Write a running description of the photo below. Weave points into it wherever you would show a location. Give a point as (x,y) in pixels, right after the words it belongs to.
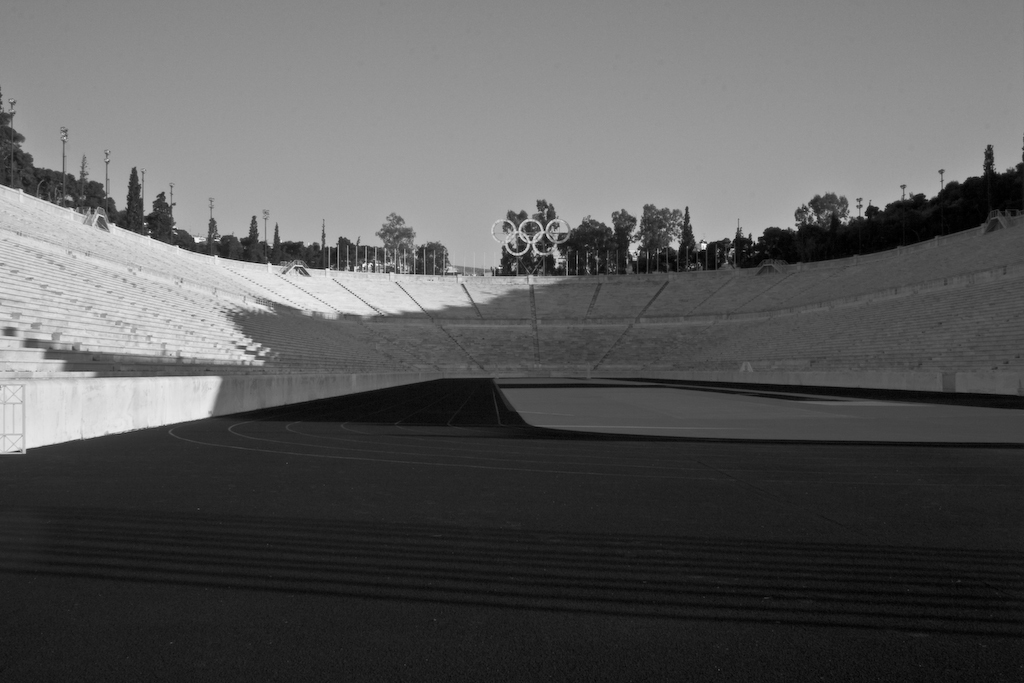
There are stands (685,344) of a stadium (619,459). In the background (942,235), there are poles (63,135) and trees (71,186) on the ground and there is sky (625,142).
